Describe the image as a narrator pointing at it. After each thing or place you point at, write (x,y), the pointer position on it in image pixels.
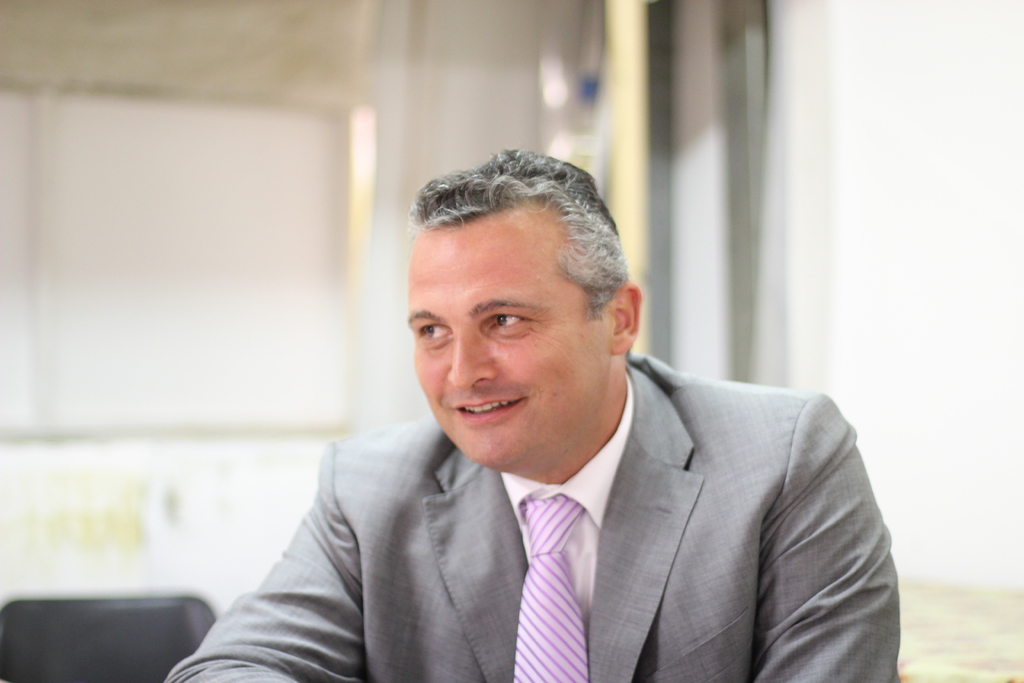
In the image there is a man (531,488) smiling. Behind him there is a blur background (52,584) and there are few things (87,255) in the background (272,152).
